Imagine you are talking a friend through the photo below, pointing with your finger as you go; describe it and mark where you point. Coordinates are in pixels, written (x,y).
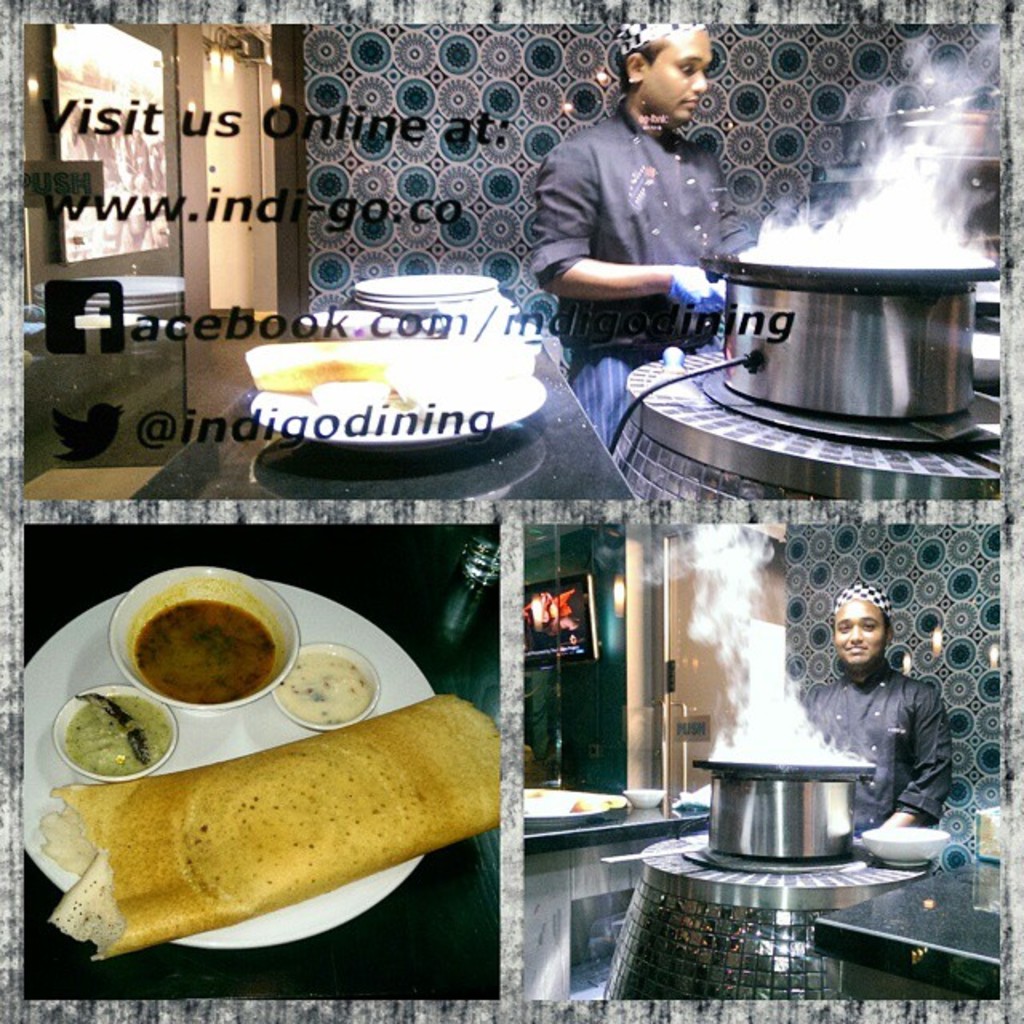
In the picture we can see three images, in the first image we can see a person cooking in the kitchen (110,247) and front of the person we can see a bowl (735,292) on the stove (953,496) with smokes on it and beside it we can see some plates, in the second image we can see a plate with a food item (228,818) with some curries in the bowls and in the third image we can see a person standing in the kitchen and smiling and near the person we can see a bowl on the stove (779,902) with smokes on it.
